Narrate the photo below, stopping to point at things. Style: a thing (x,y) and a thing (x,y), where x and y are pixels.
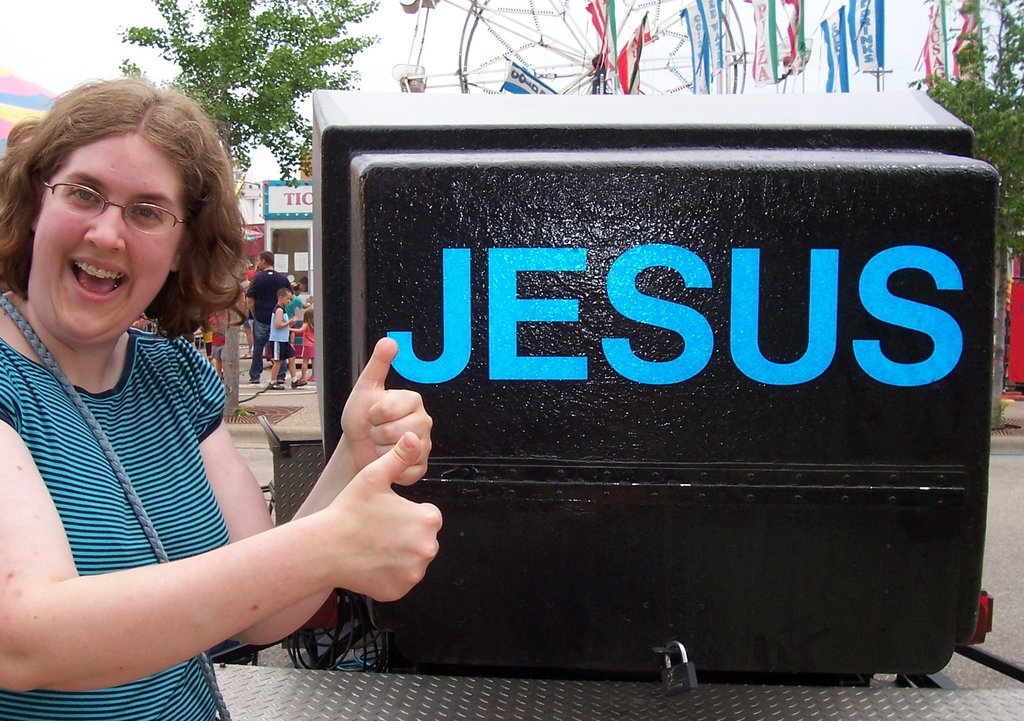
On the left side (37,616), there is a woman (20,589) in a T-shirt (81,429), wearing a spectacle (90,198) and showing both thumbs (388,342). On the right side (951,519), there is a blue color text (961,286) on a black colored surface (875,332) of an object (915,635). In the background (1011,134), there are trees (982,106), flags (799,10), children (308,319), persons (287,286), shelters (268,241) and there are clouds (495,3) in the sky (166,86).
